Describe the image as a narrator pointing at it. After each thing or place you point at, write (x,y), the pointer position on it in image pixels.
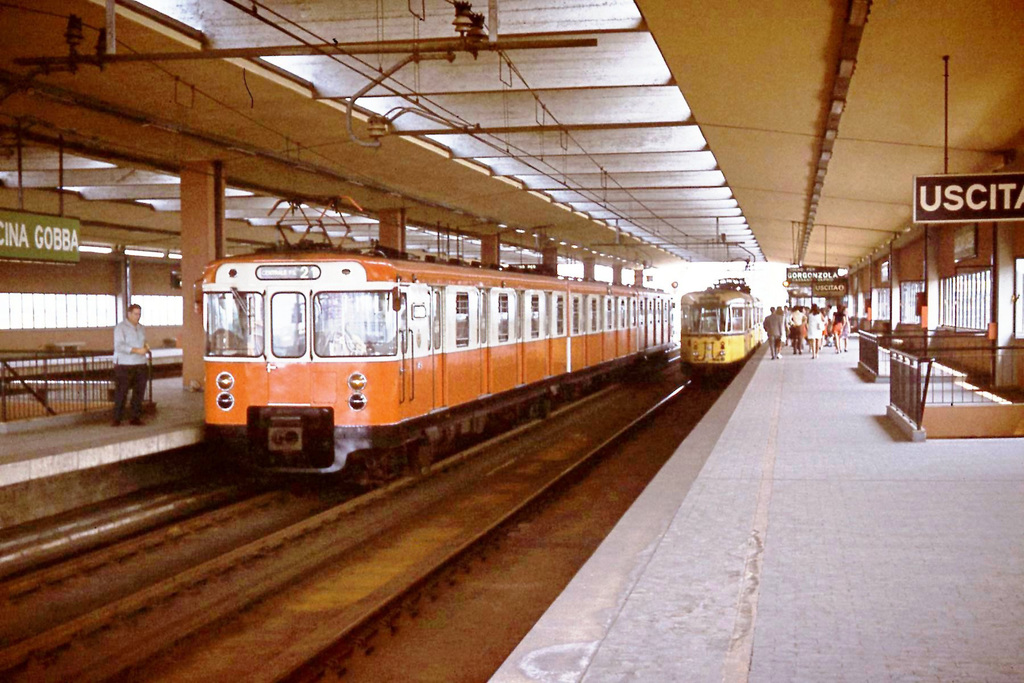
In this image I can see two trains (458,386) on the railway track (431,507). They are in yellow, orange and white color. I can see few people (772,356) walking on the platform (838,373). I can see the railing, boards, windows (955,288), pillars (933,263) and wires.
